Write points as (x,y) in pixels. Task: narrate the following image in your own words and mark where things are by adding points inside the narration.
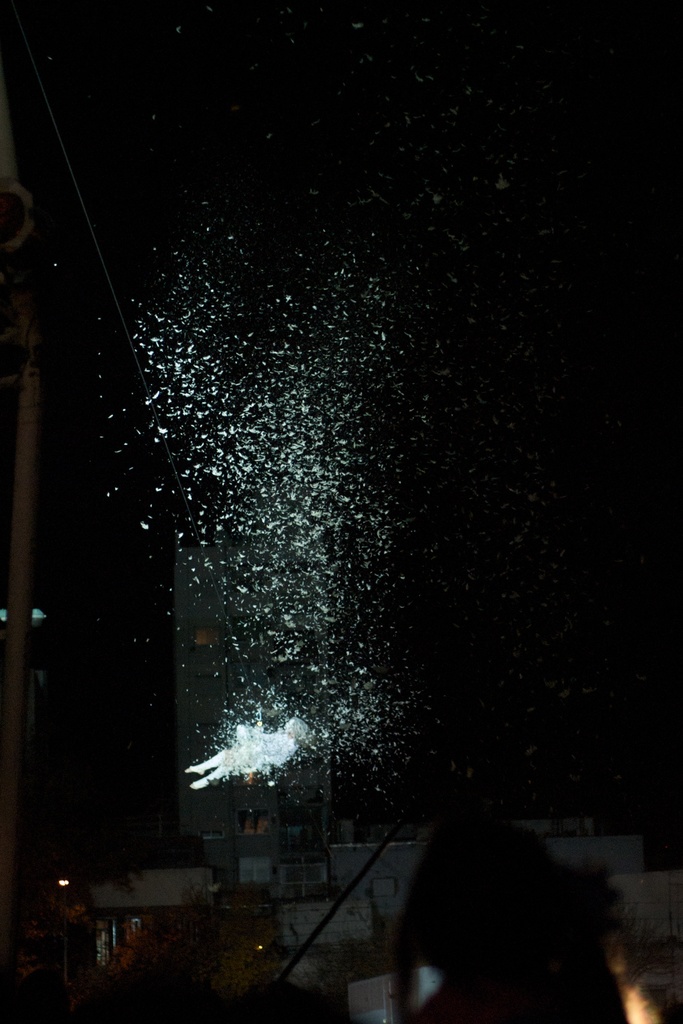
In this image there is an object (260,762) which is white in colour and in the front (472,970) there are objects (468,983) which are black in colour.
